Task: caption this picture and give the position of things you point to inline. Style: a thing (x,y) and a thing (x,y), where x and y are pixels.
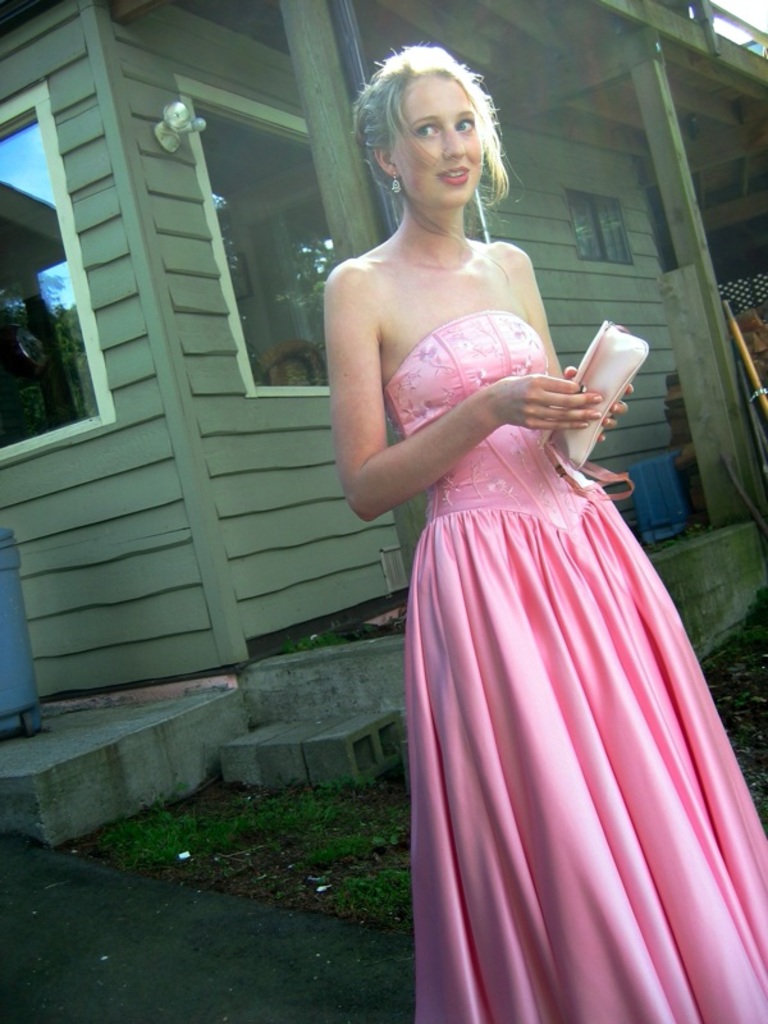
This image consists of a woman (516,513) wearing pink dress (548,586). She is holding a wallet (579,430). In the background (225,309), there is a house (44,107) along with windows (9,103). At the bottom (186,954), there is a road (272,921). And we can see the green grass (392,879) on the ground (252,843).
